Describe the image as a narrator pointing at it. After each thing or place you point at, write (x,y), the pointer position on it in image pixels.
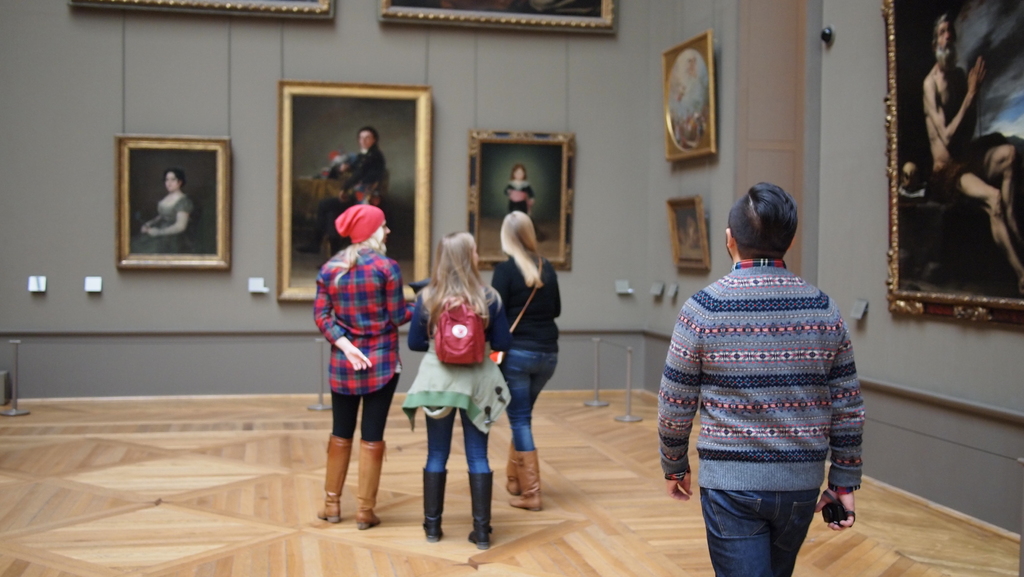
In this picture I can see 3 women (462,241) and a man (695,310) standing on the floor (206,470). In the background (33,327) I can see the wall (586,101), on which there are number of photo frames (699,109) of persons (359,190) and I can see few silver color things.
